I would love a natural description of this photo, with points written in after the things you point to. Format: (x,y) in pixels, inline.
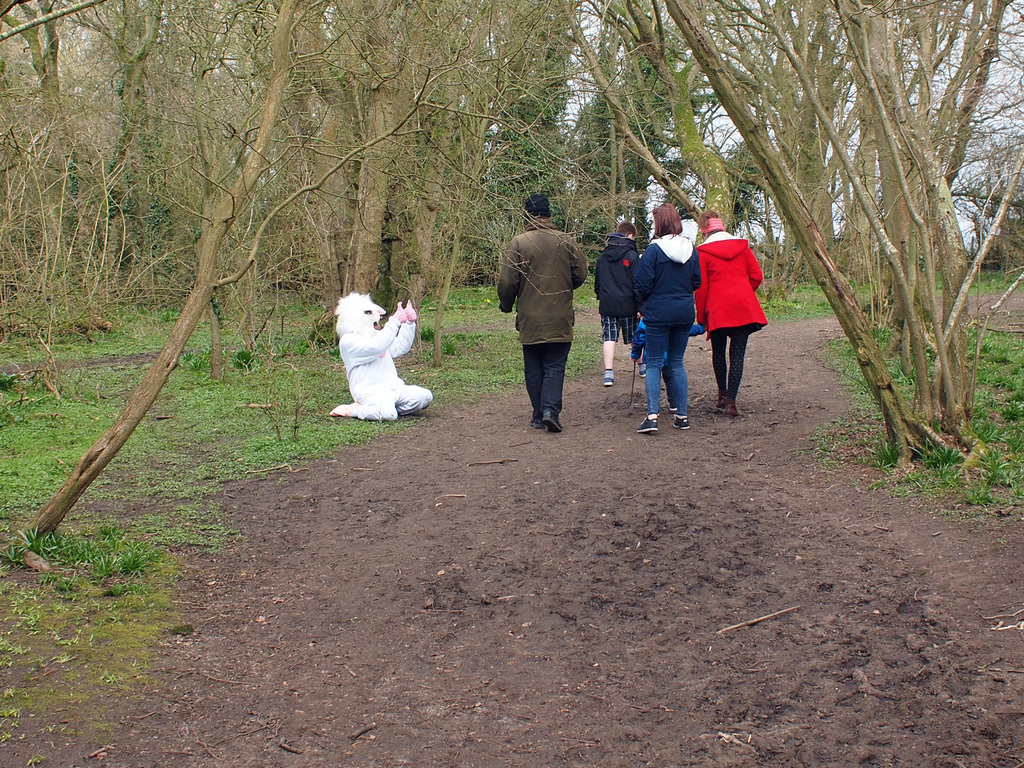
In this image we can see a road (644,602). On the road (615,560) few people (671,350) are walking. Also there is a person (360,375) wearing a costume (358,345). On the sides of the road (663,591) there are trees (601,135). On the ground (203,457) there are plants (242,405).
